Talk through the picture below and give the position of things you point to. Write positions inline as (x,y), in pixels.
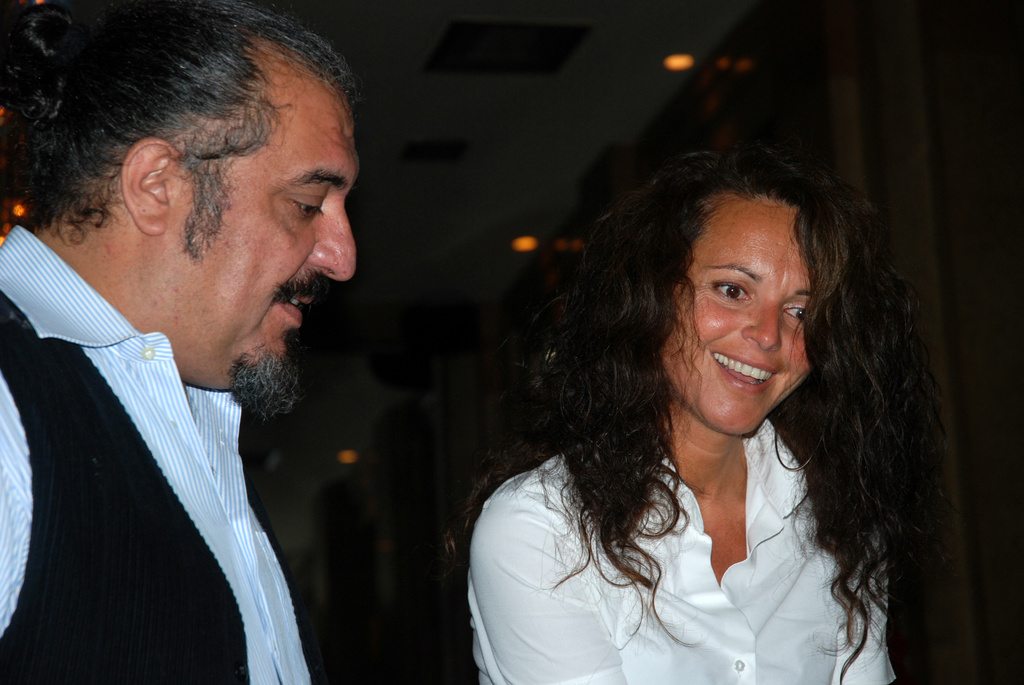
In this image there are two person's (930,507), a person (622,232) smiling, and in the background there are lights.
